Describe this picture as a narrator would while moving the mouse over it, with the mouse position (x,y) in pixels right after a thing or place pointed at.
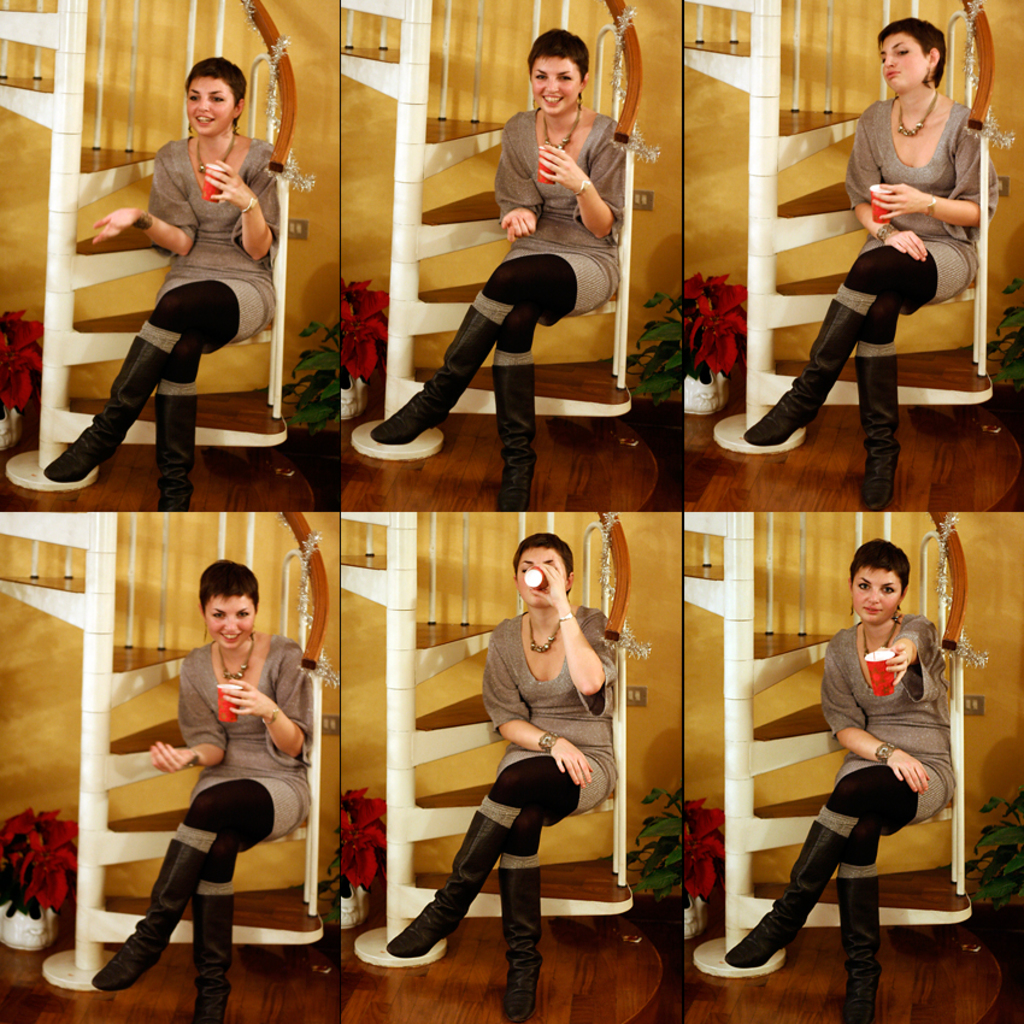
This is a collage of similar pictures of a woman (500,413) sitting on the stairs (756,320) and holding a glass (205,193) and drinking and I can see few plants (333,887) in the pots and I can see a wall (278,859) in the background (713,908).
